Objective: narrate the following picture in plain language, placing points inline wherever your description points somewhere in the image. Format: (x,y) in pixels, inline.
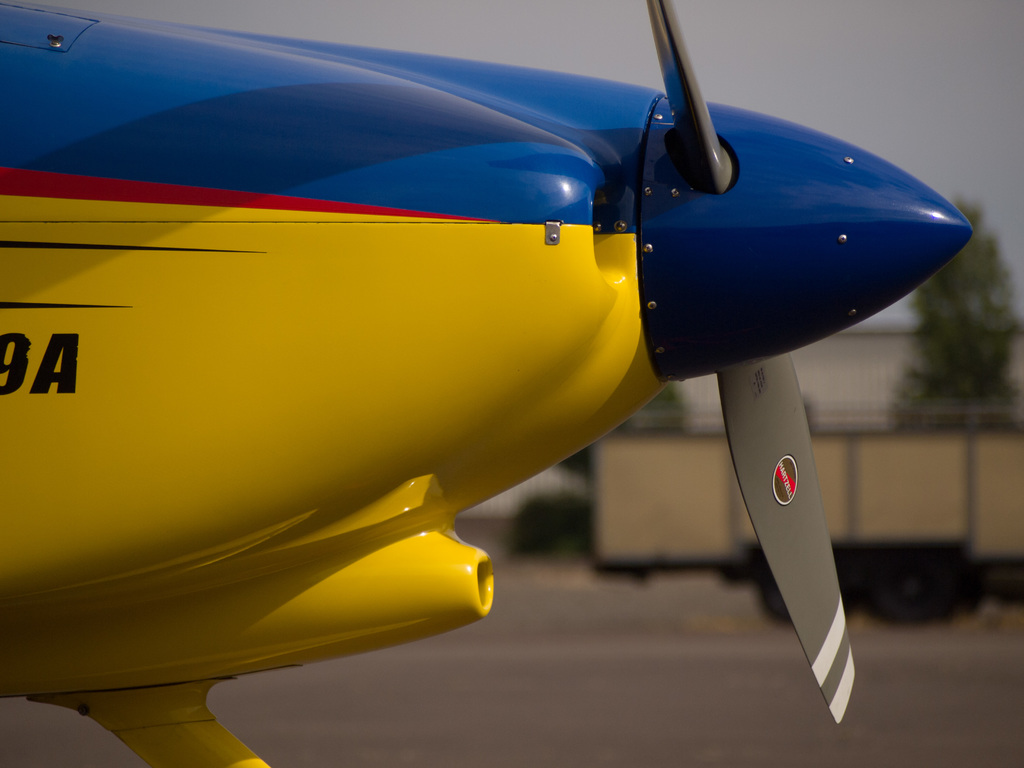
In this picture I can observe an airplane (229,185) which is in blue and yellow color in the middle of the picture (468,323). On the right side (706,187) I can observe spinner (755,296). The background (593,637) is blurred.
